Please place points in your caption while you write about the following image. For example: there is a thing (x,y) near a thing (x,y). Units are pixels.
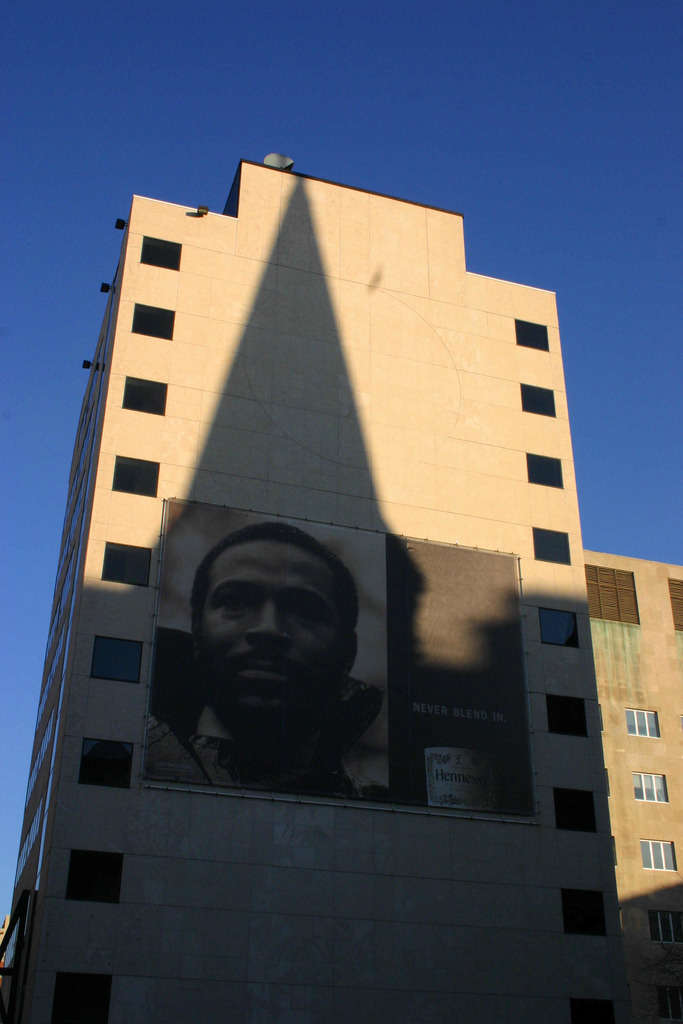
In this picture, we see a building (506,426) in grey color. It has glass windows (544,541). In the middle (364,555), we see a banner (350,770) or a poster (330,725) of the man (273,621) is pasted on the wall (326,476). In the background (65,319), we see the sky (377,53), which is blue in color. It is a sunny day.
